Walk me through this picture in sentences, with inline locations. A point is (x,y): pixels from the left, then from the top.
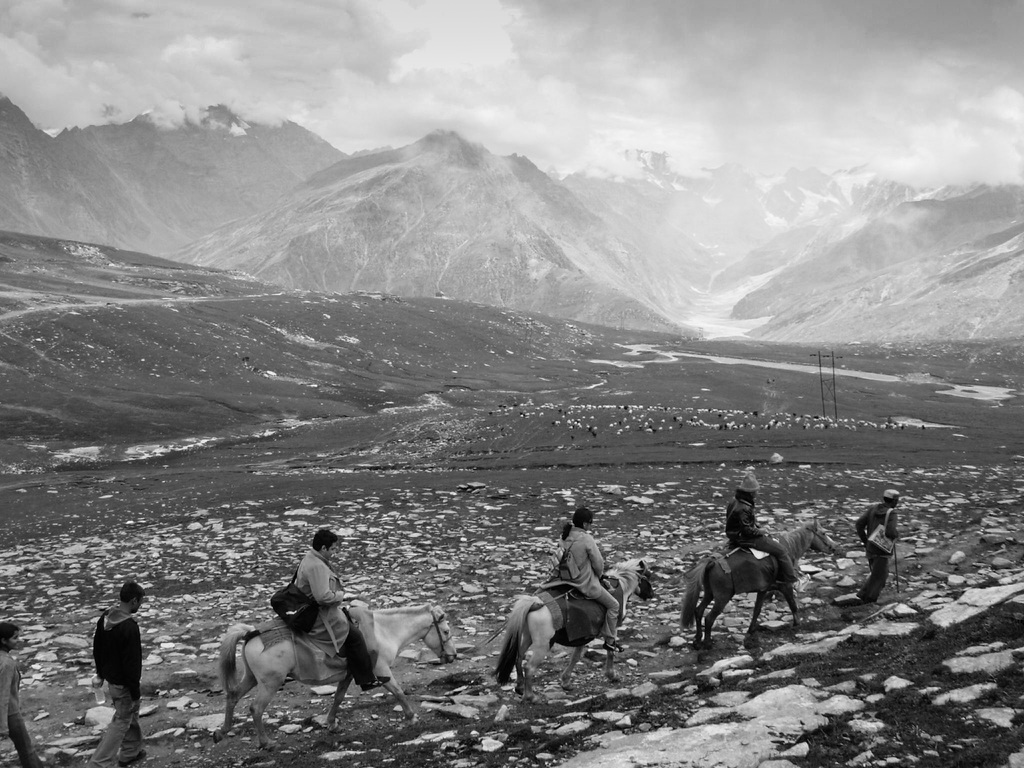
In this image I can see a three horse (595,630) and three person (332,642) sitting horse (734,554). There are few persons (127,662) walking. At the back side (198,235) we can see mountains (453,148). The sky (480,57) is cloudy. In front (888,517) the person (873,546) is holding a bag (876,530) and a stick (894,551).
